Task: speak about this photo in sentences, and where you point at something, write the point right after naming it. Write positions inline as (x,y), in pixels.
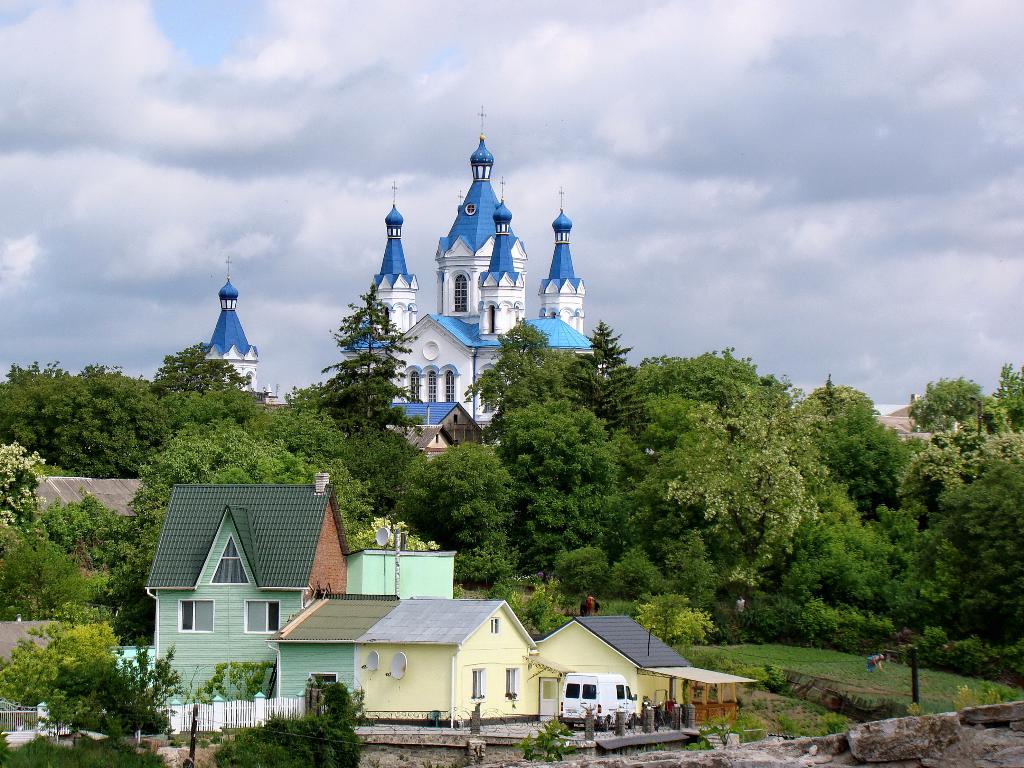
In this image there is a car (583,696) parked in front of a house (467,691), on the house (437,677) there are antennas (392,673), beside the house (401,688) there is a wooden fence (230,714), on the other side of the house (664,678) there are two people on the grass (846,676) and there is a metal rod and there are plants (833,646) and bushes (691,622), in the background of the image (55,545) there are trees (67,506) and buildings (102,502), at the top of the image (620,117) there are clouds (568,153) in the sky (450,169).
